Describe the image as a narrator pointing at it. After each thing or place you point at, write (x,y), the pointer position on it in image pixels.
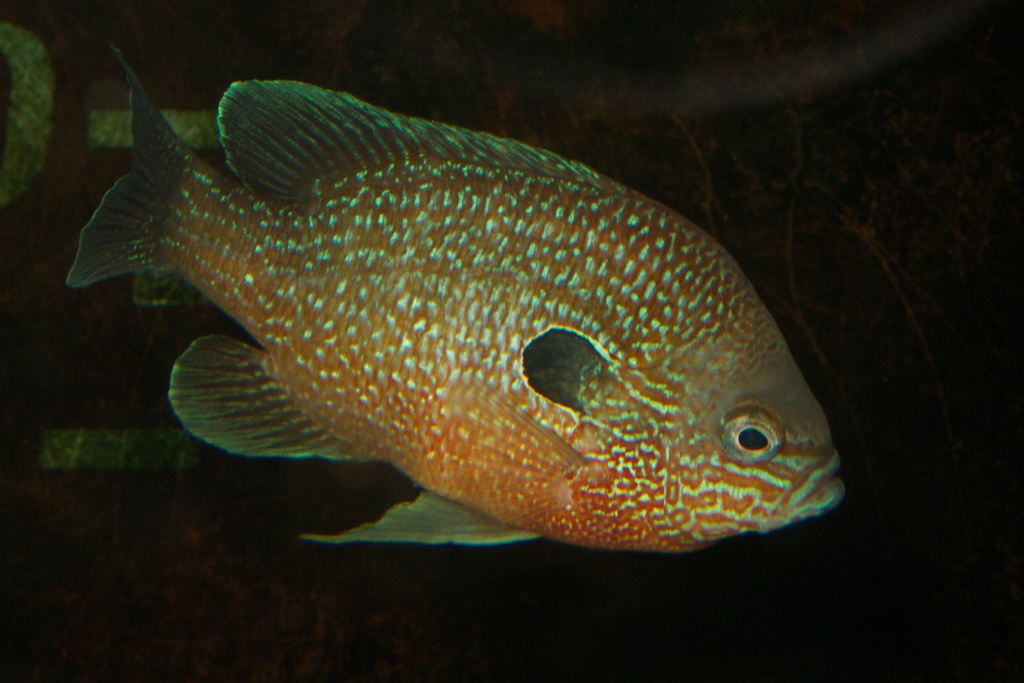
This image consists of a fish (567,439) in orange color. It is in water (828,528). The background (6,518) is dark.
